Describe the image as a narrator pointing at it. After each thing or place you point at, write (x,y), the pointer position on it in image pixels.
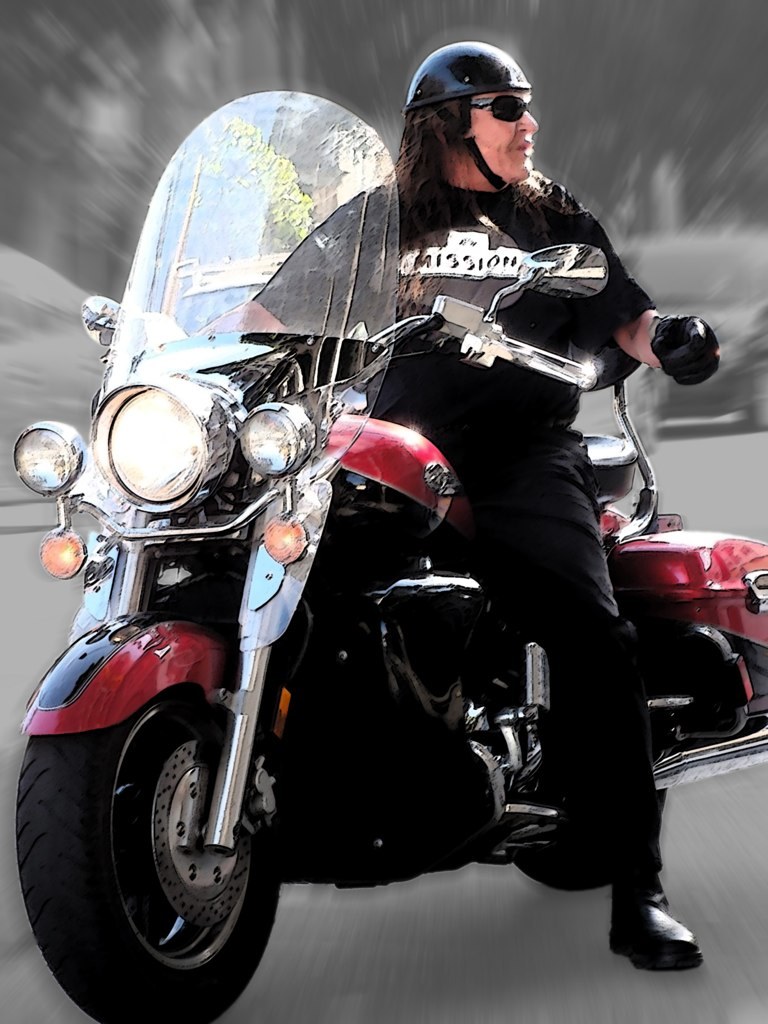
In this picture we can see man (467,285) wore helmet (510,65), goggle (485,105) sitting on bike (267,416) and in background (227,62) it is blur.
